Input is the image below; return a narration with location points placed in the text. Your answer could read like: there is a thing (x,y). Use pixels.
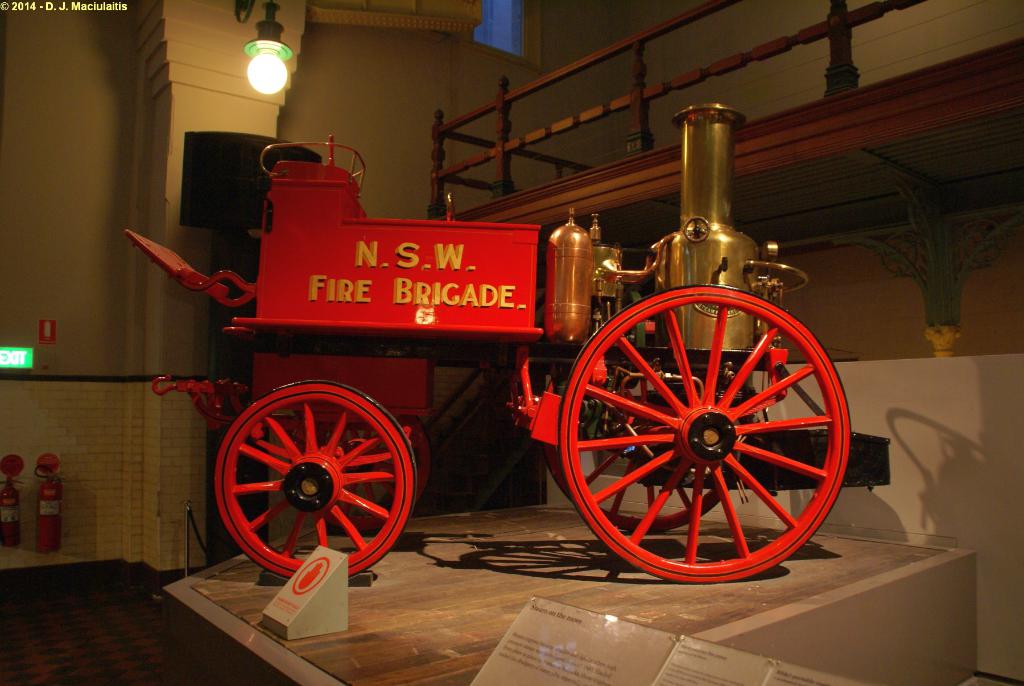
In this image in the center (504,358) there is one vehicle (701,427) and wheels (320,508), at the bottom (459,610) there is a wooden board (607,590) and some boxes (317,594). On the left side (58,503) there are two cylinders (5,499) and on the top of the image (255,68) there is one light (263,81). On the right side (918,329) there is a wooden fence (493,105) and wall (666,102), on the top of the image (532,31) there is one window (520,24).
